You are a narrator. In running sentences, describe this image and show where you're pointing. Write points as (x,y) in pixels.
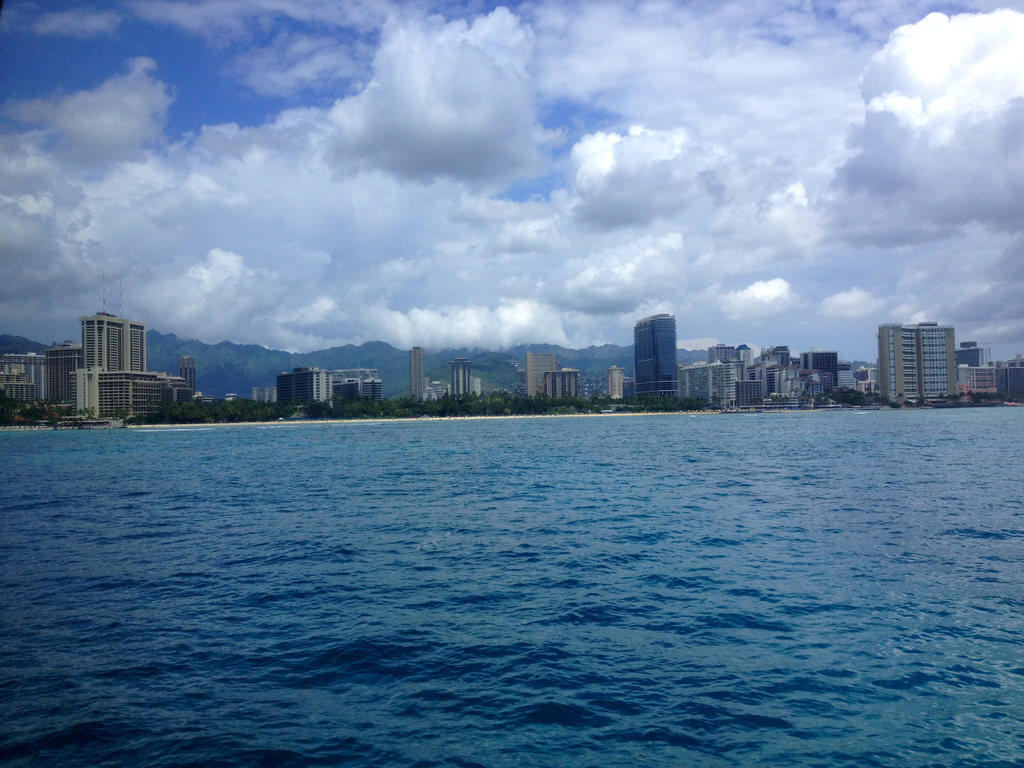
In this picture I can see the water (52,438) in front and in the background (91,421) I can see number of buildings (85,356), trees (509,399) and the sky (449,179) which is a bit cloudy.
